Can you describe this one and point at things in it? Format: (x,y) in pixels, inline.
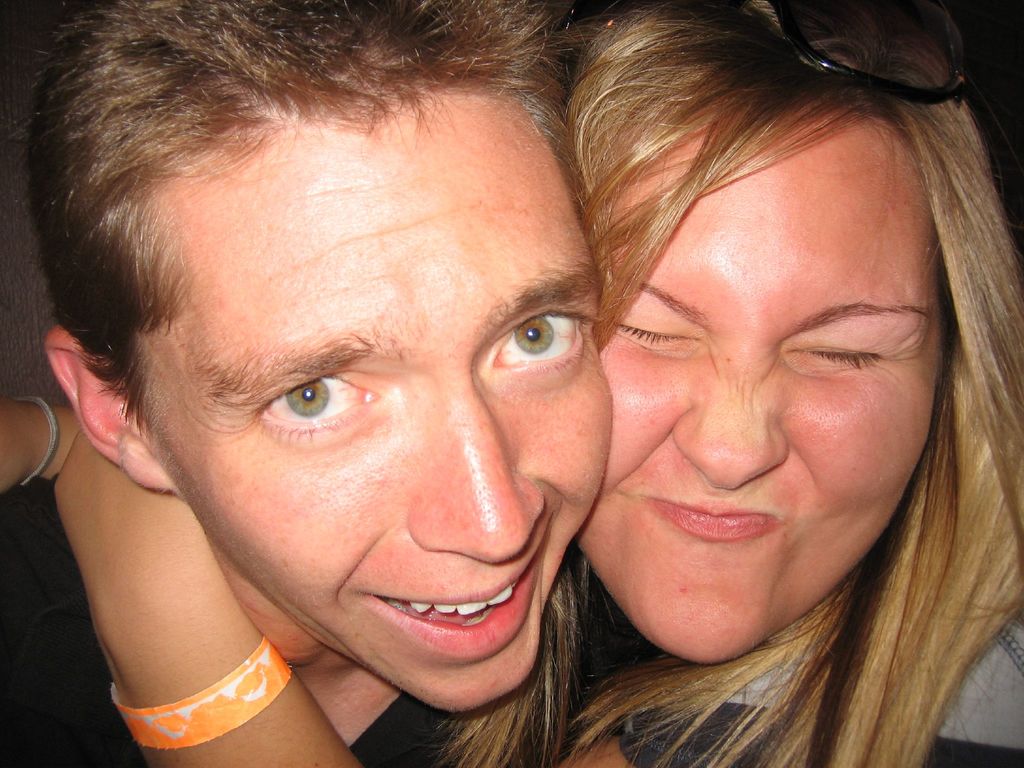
In the image two persons (685,132) are smiling.
